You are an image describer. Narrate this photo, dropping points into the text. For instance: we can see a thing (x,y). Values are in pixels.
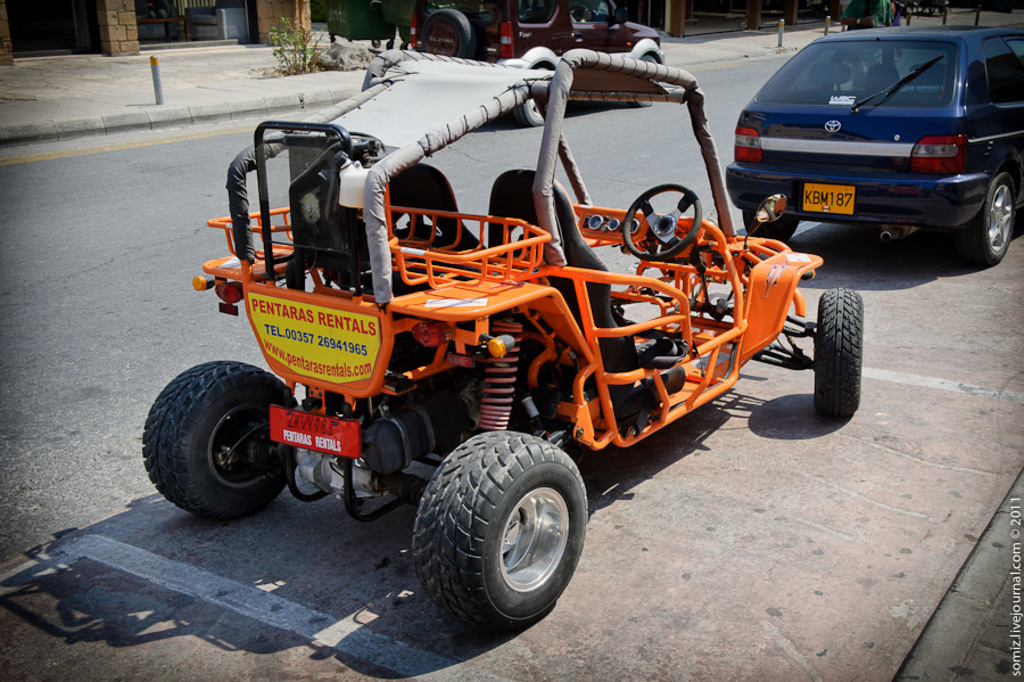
In this image I can see vehicles (633,253) on the road (664,198) among them this vehicle (546,322) is orange in color. In the background (309,61) I can see plants (302,46), poles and other objects (366,13) on the ground (53,679).
